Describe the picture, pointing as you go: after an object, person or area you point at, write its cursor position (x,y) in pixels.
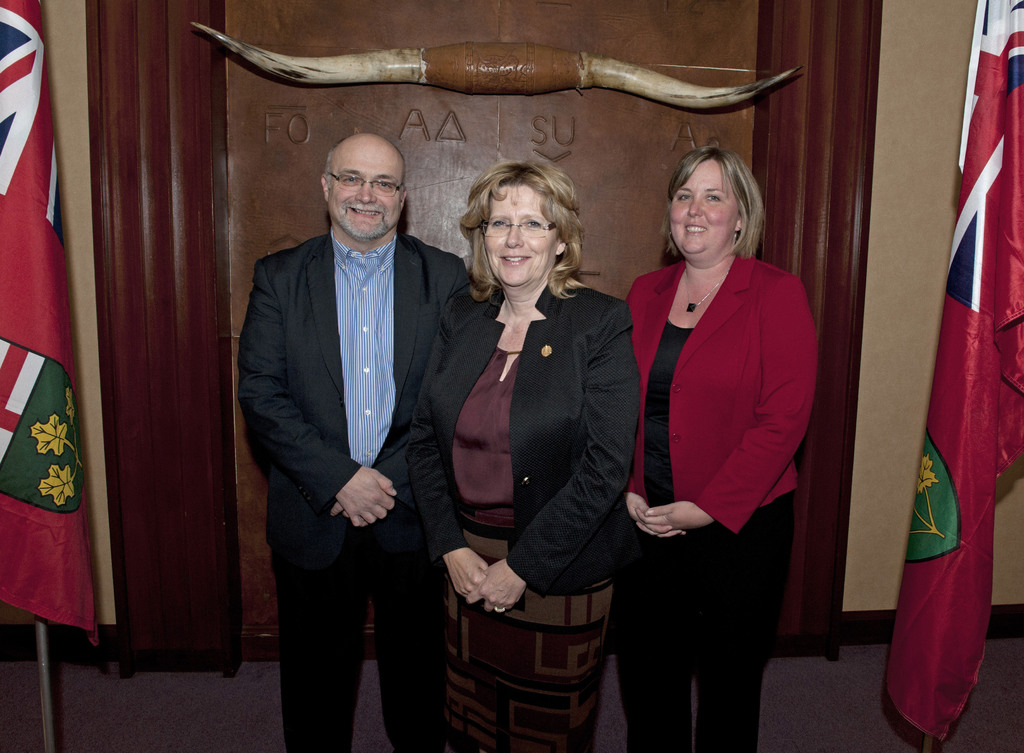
In the foreground of this image (530,523), there are two women (539,499) and a man (381,499) standing and posing to a camera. On either side of the image, there are flags (996,298). In the background (698,104), there are horns like object (620,77) on the wall (558,15).
